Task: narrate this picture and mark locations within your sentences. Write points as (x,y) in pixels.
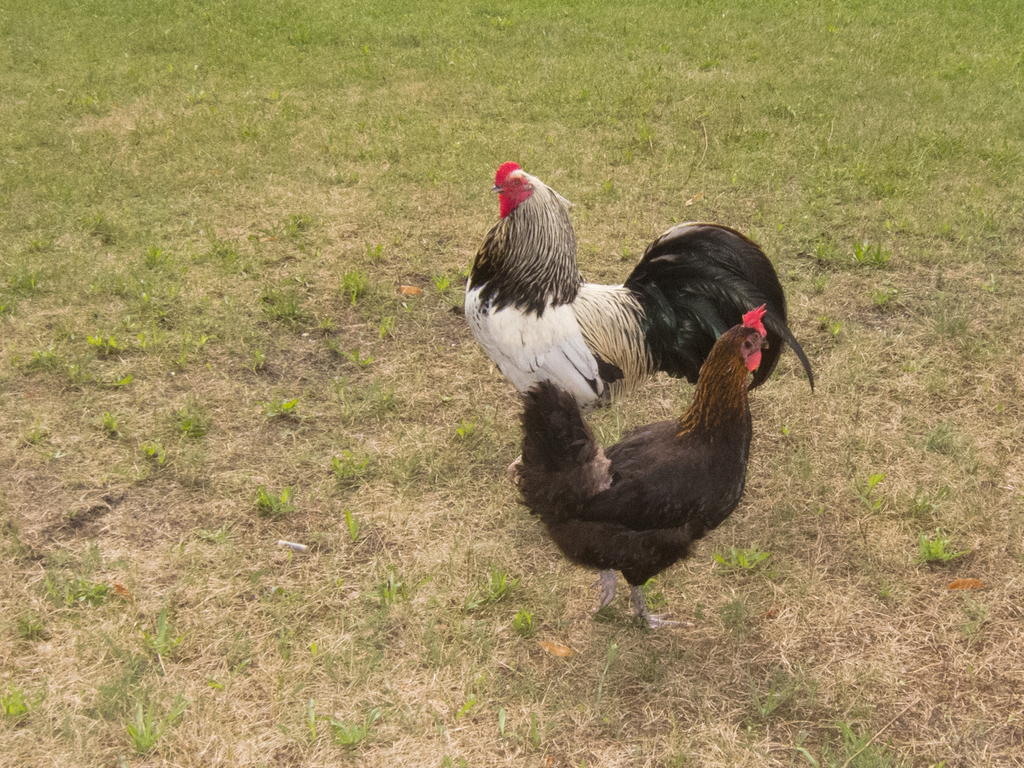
There are two chickens (631,509) standing on a greenery ground (604,417).
